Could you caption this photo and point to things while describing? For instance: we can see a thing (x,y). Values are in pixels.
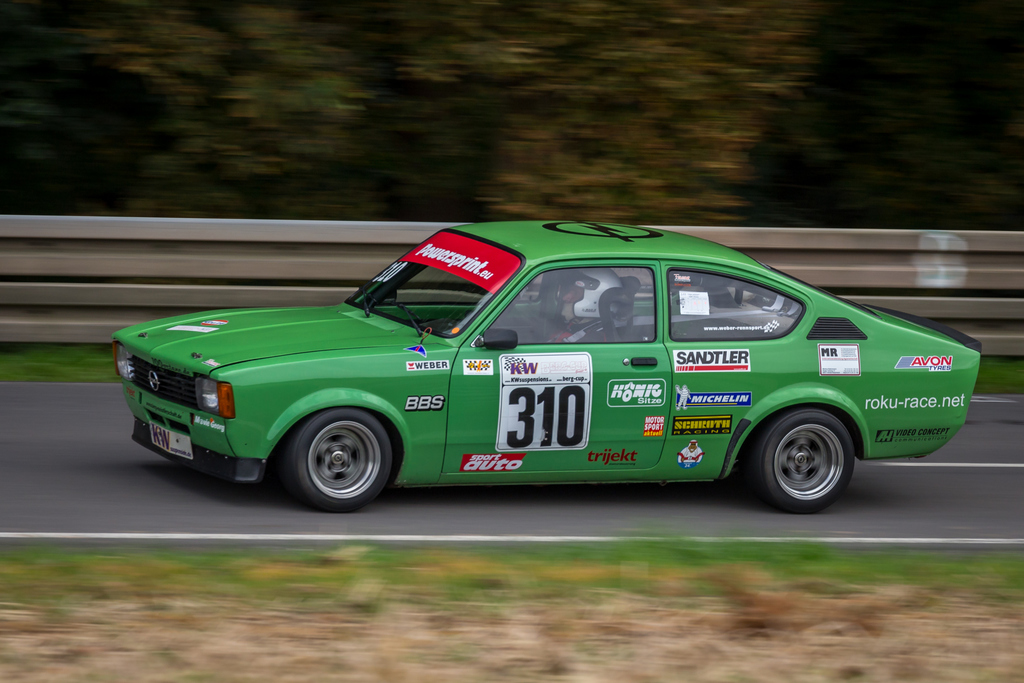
In this picture we can see a green color car (611,372) traveling on the road (672,528), at the bottom (604,583) there is grass (528,592), we can see trees (524,139) in the background (528,116), there is a person (575,316) sitting in the car (558,339).
